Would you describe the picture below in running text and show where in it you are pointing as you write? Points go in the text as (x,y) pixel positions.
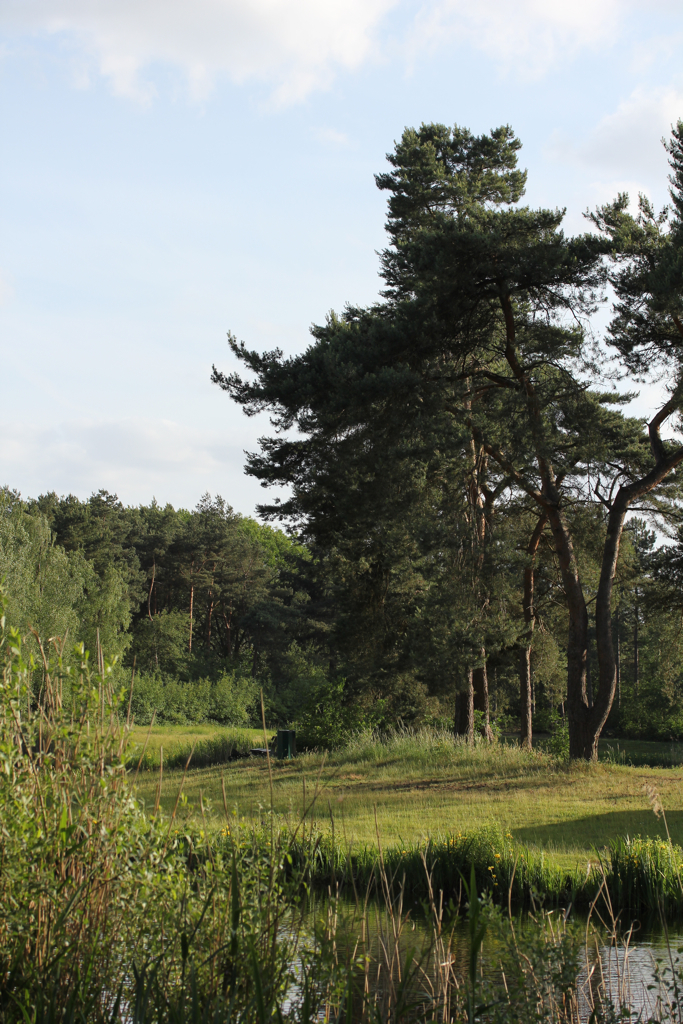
In this image I can see water (675,964), grass (484,873), shadows (627,819), number of trees (385,327), clouds (660,7) and the sky (172,215).
